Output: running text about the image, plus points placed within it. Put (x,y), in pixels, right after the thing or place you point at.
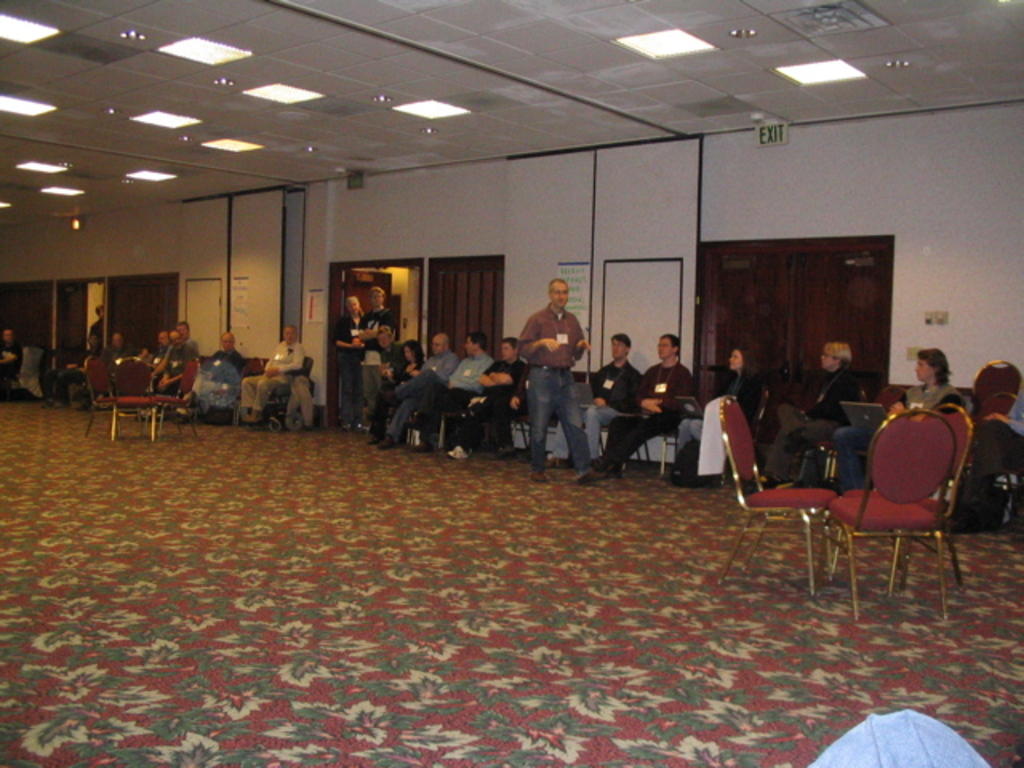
In the picture we can see group of people (309,406) sitting on chairs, some are standing and in the background of the picture (446,320) there are some doors (467,318), there is a wall (328,241) and top of the picture (293,168) there is roof (205,182), there are some lights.
